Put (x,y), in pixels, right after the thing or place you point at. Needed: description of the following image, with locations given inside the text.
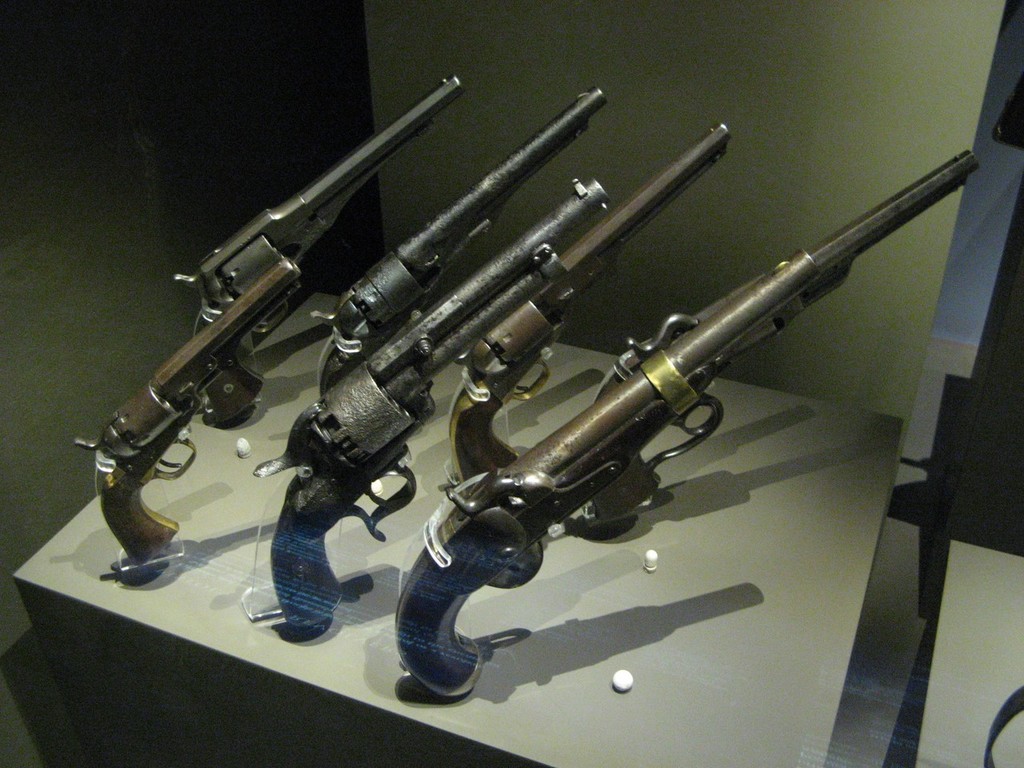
In this picture I can see guns (464,317) on an object (500,751).
